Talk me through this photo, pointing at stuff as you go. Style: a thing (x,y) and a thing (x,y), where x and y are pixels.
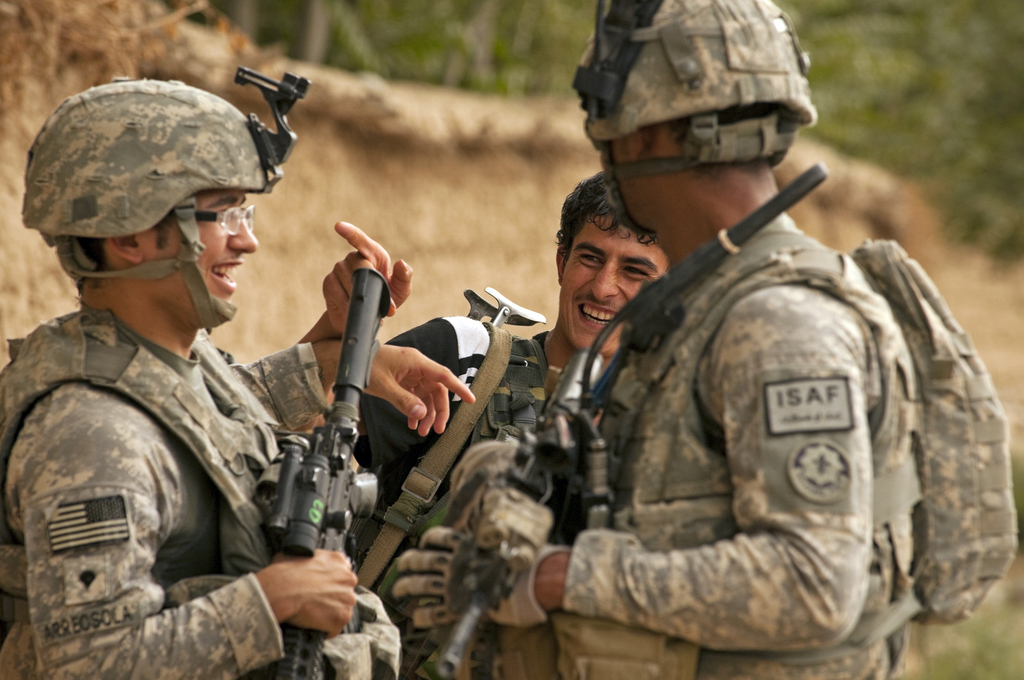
In this image three people (204,629) wearing uniform (180,592) are there. They all are smiling. These two persons (596,109) are wearing helmets (211,174) and carrying guns (356,429). In the background (422,8) there are trees (419,47).
